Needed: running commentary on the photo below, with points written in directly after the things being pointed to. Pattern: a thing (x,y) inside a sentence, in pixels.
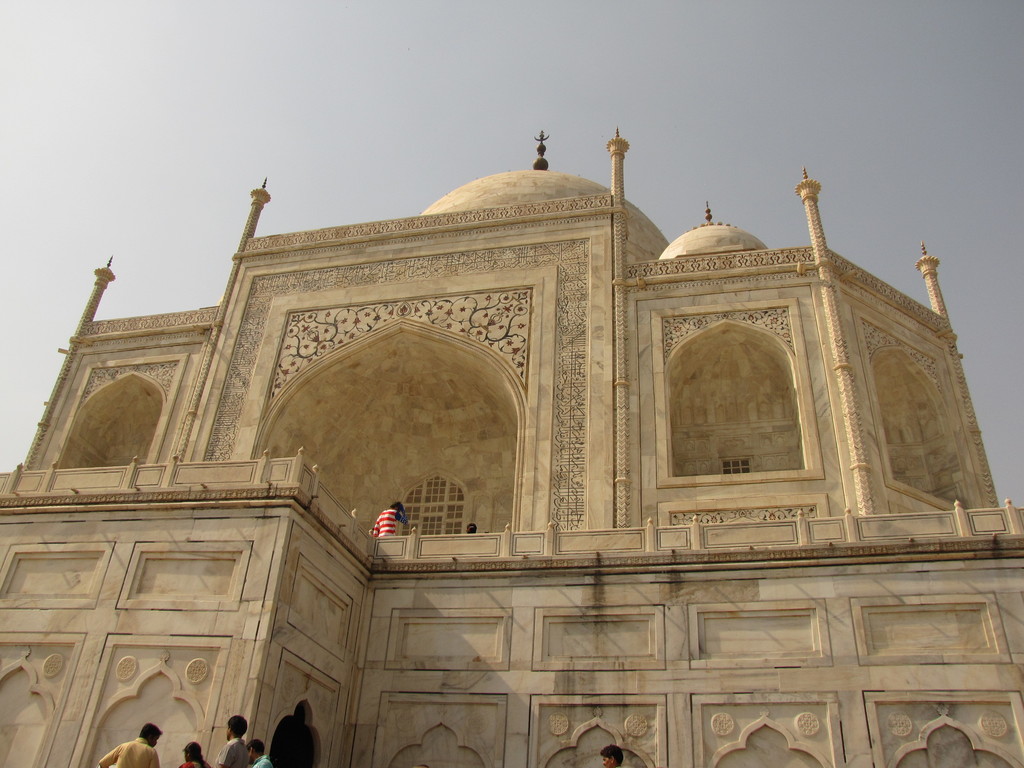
In this picture we can see a building (310,343) with windows (454,502) and a group of people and in the background (266,31) we can see the sky (415,8).
